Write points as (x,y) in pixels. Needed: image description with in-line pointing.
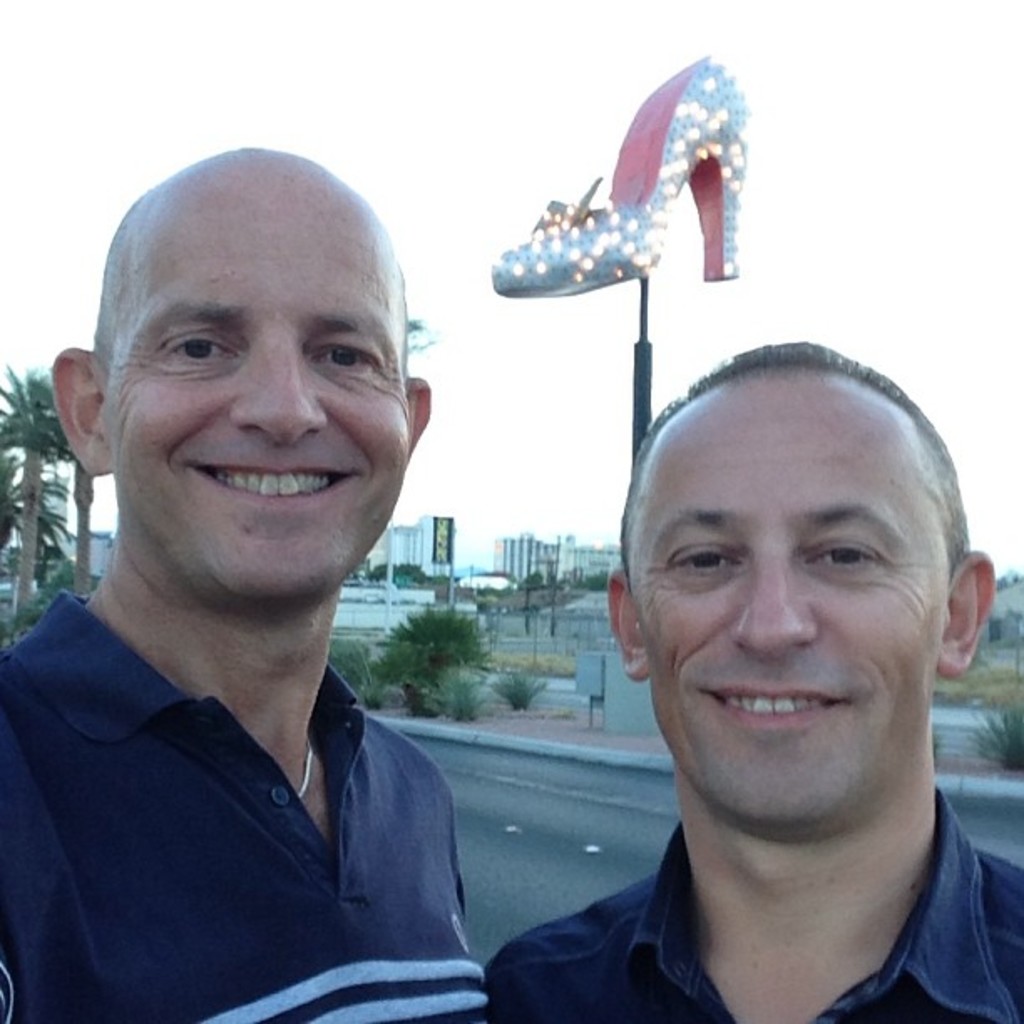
In the image there are two men (780,732) in the foreground (676,714) and behind them there are trees (372,647), a sculpture (647,163) of footwear (673,182) and some buildings (404,557).
